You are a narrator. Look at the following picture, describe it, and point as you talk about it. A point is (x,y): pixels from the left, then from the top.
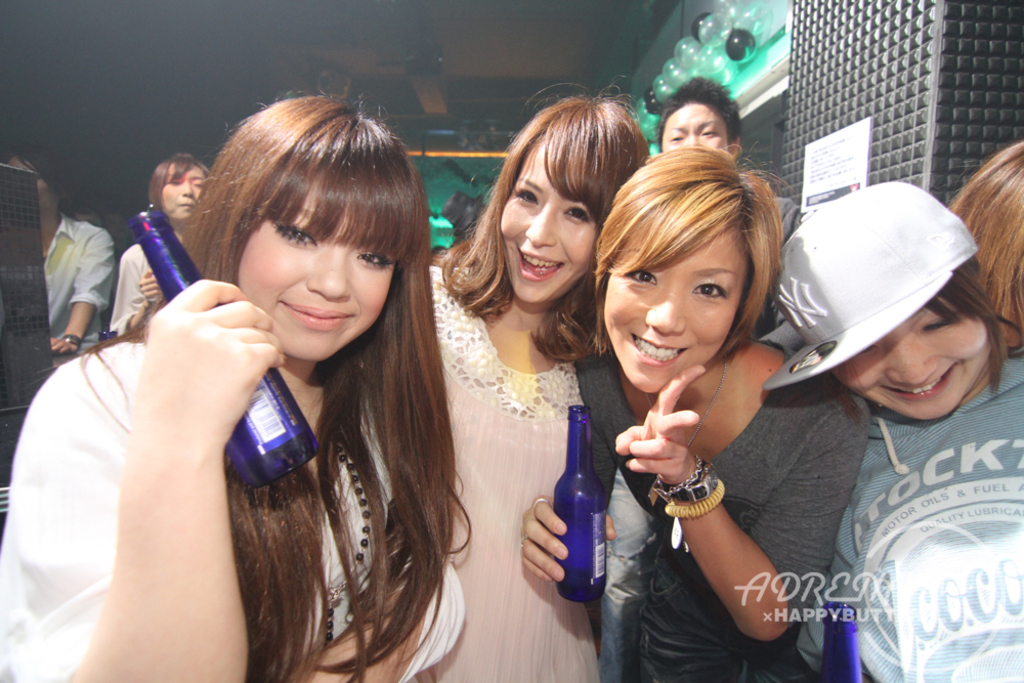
In this image we can see people (58,452) standing holding bottles (137,217) in their hands (264,358). In the background of the image (888,5) there is wall (121,109). To the right side of the image (694,40) there are balloons (680,58) on the wall (776,49).
